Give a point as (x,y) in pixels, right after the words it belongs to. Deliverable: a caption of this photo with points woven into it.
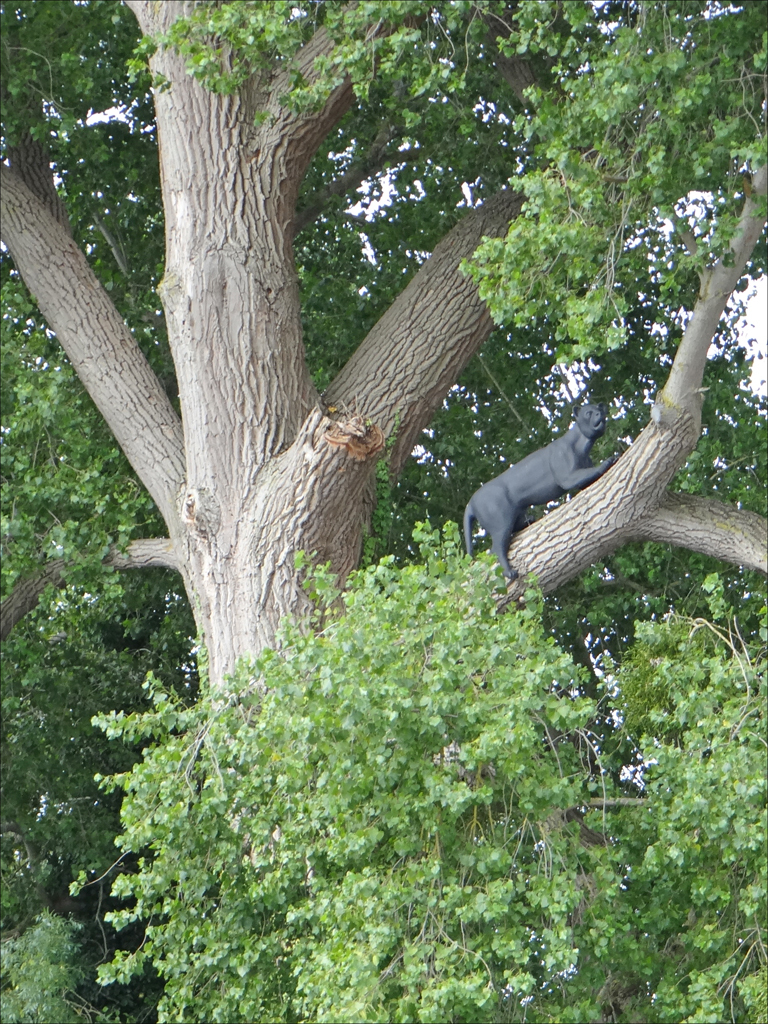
In this picture there is an artificial animal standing on the tree branch (610,485) and there is a tree (346,632). At the top (81,2) there is sky (105,119).
